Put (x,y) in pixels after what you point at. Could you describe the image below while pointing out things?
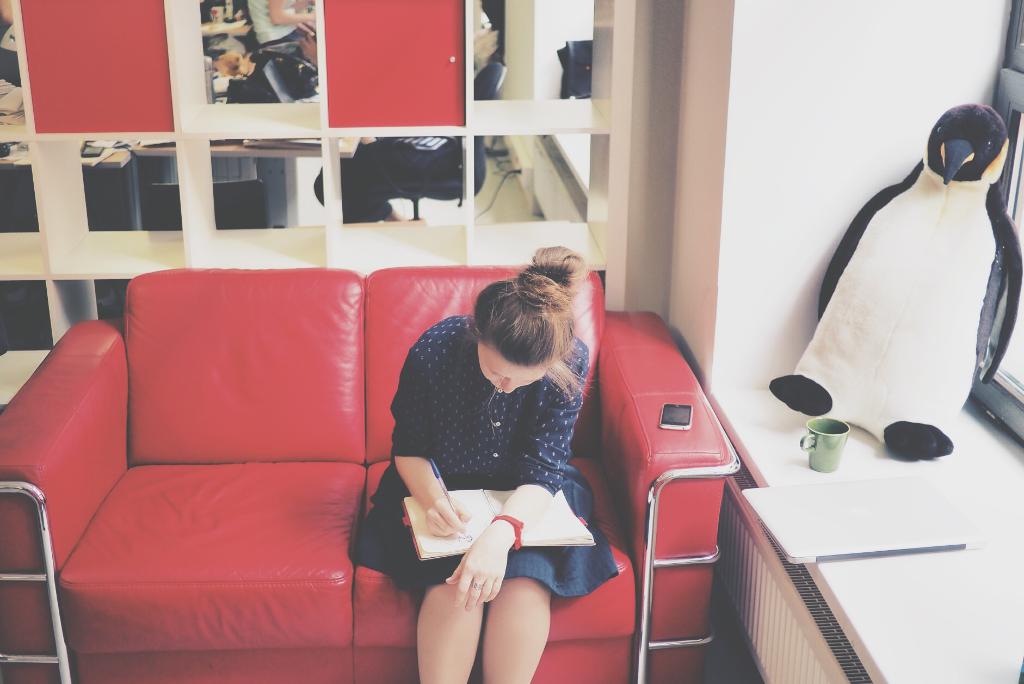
This woman (460,421) is writing on a books (498,502) and sitting on this red couch (692,538). On this couch (698,445) there is a mobile (672,408). In-front of this window (1023,35) there is a toy (957,258), cup (832,444) and laptop (828,526).
